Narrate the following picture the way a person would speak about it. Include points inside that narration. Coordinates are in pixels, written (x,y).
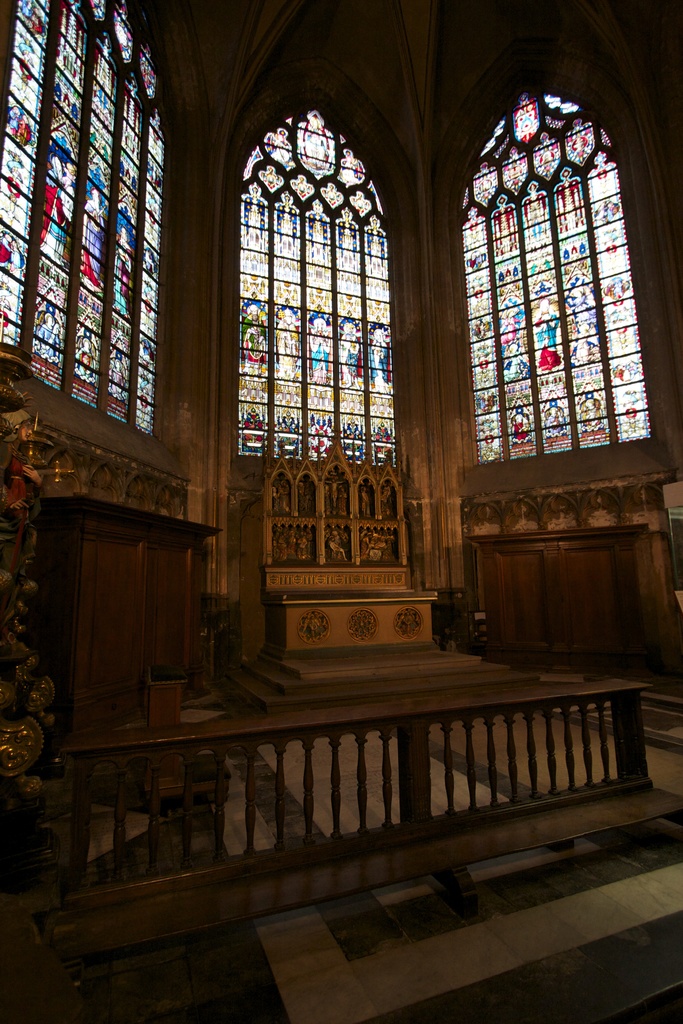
This image is clicked inside the room (355,523). In this image there are three windows (383,317) on which there is some design (147,180). At the bottom (345,846) there is a wooden railing (359,778). Behind the wooden railing (385,812) there are steps (254,675). On the left side (114,529) there is an architecture (28,543).
